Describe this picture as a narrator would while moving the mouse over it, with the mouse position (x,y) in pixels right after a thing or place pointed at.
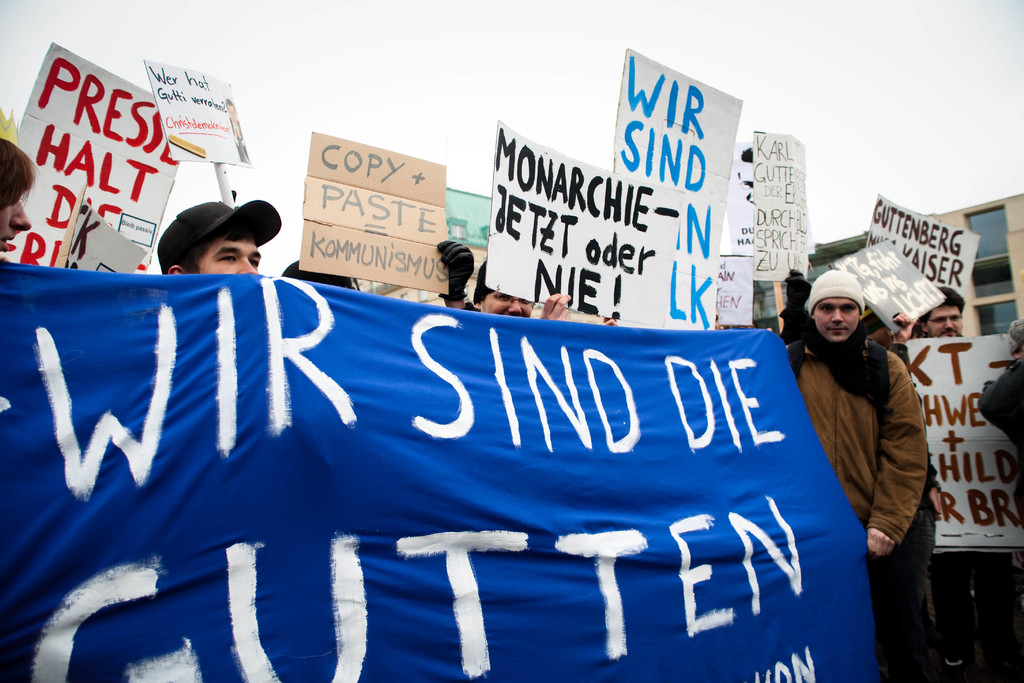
In this image we can see a banner (677,453), boards (684,320), and people (894,550). In the background (478,172) there are buildings (1011,301) and sky (562,145).
